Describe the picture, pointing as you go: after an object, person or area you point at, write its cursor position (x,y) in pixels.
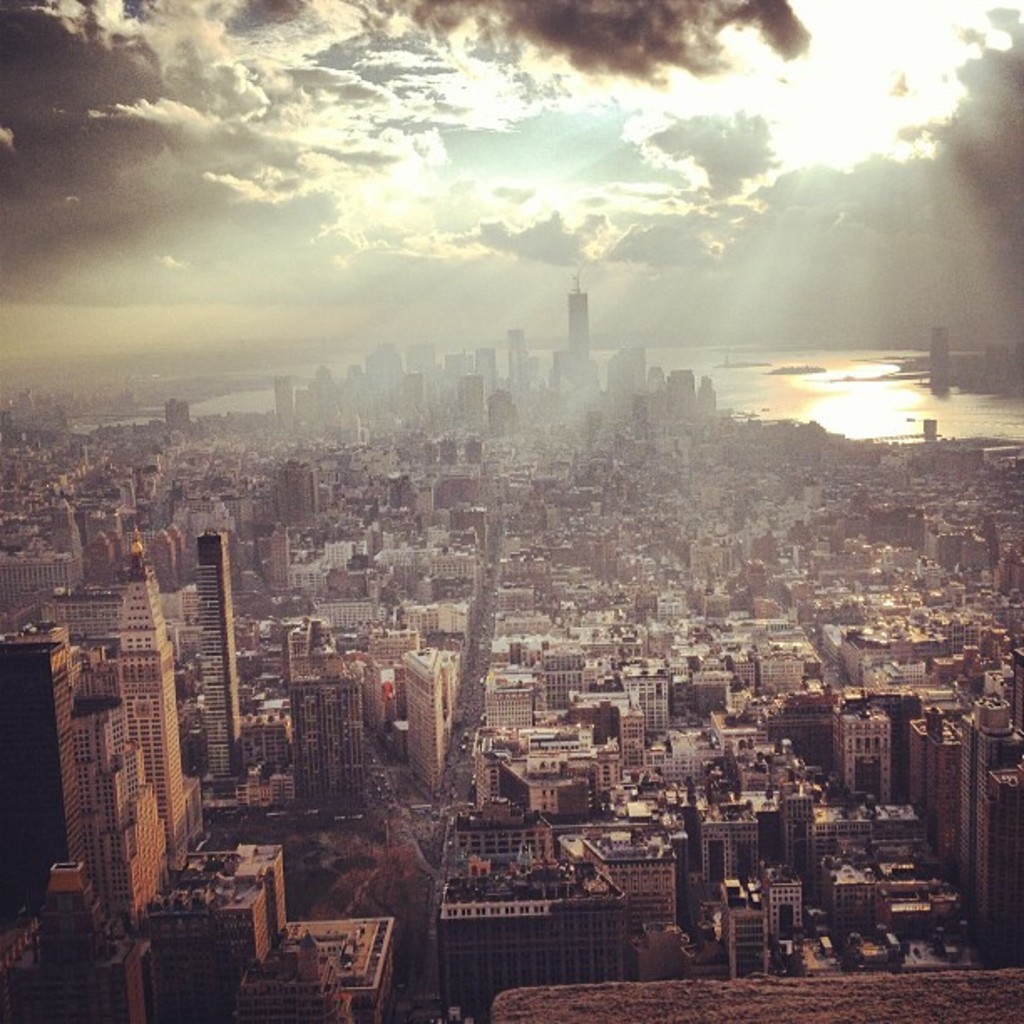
In this image I can see number of buildings (332,610), the road (467,771) and few vehicles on the road (433,900). In the background (851,431) I can see water (780,412), few buildings (572,392), the sky (391,216) and the sun (946,10).
